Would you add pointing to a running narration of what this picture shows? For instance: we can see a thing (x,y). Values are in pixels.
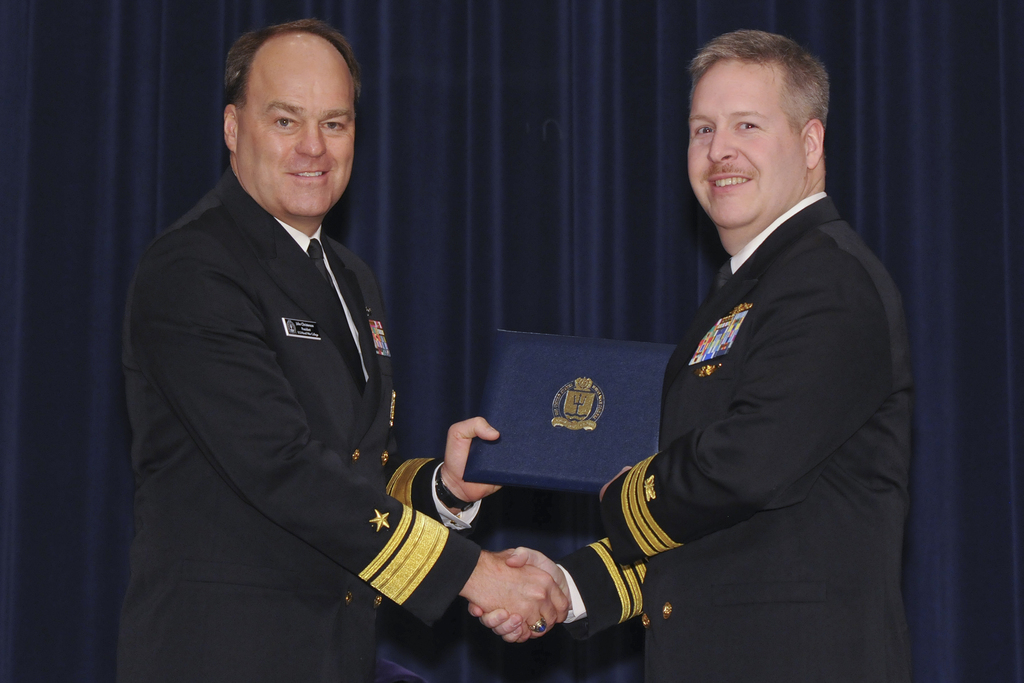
As we can see in the image there are two people (725,364) and curtain (500,116). The man (325,135) over here is holding a book (536,456).
